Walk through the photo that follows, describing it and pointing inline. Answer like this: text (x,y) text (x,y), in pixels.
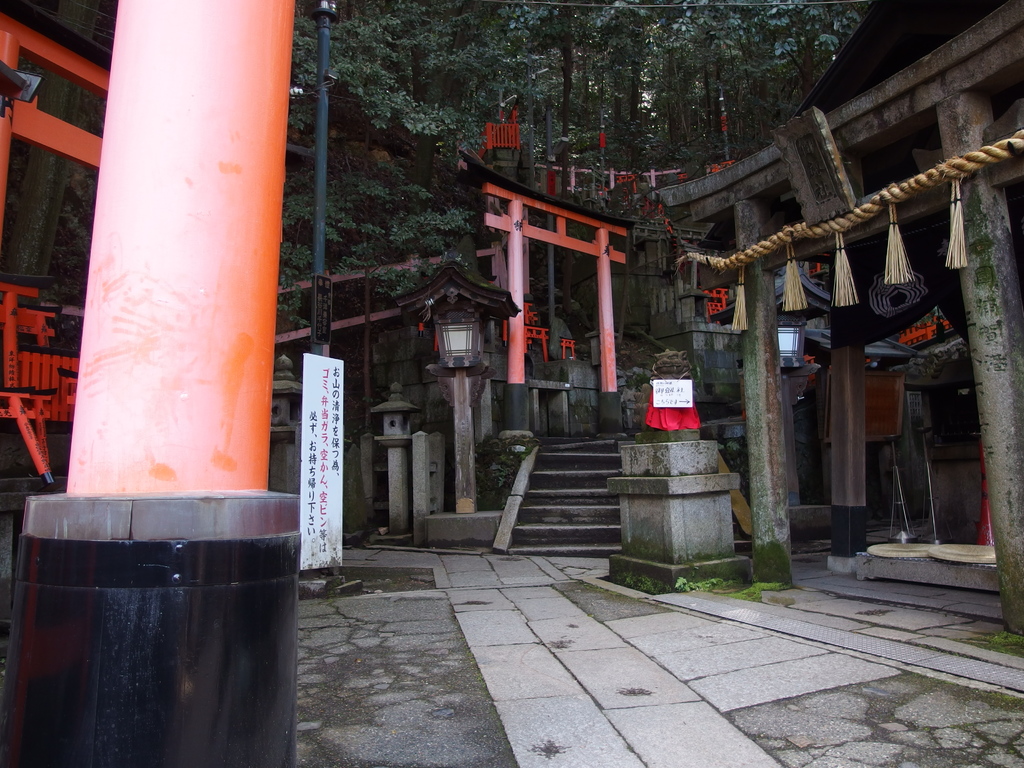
In this picture, there is an arch (603,245) in the center (609,265) which is in orange color. Before it, there are stairs (577,522). Towards the left (259,339), there is a pillar (235,300). Towards the right (750,440), there are pillars (989,454) and roof tiles (908,22). In the background (371,39), there are trees (560,107).
